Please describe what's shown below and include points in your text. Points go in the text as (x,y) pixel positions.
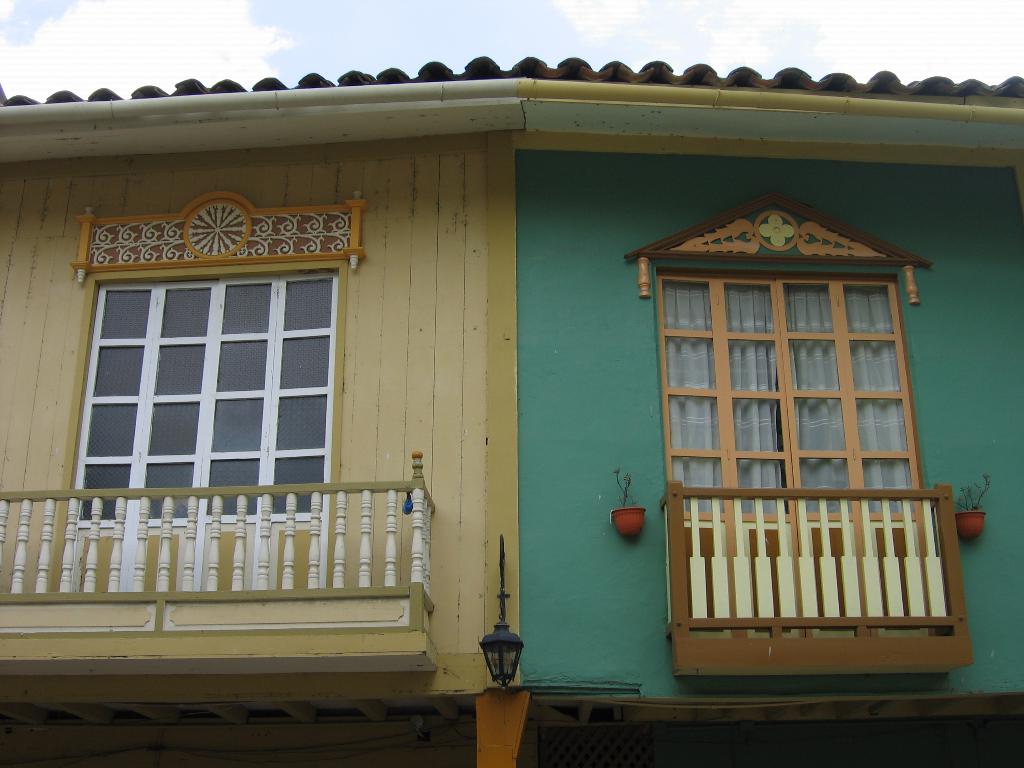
Here in this picture we can see windows (182,308) present on a house (619,296) and we can also see balconies (27,494) with railing (674,507) near the windows (731,507) and on the right side (979,528) we can see a couple of plant pots (640,519) present and in the middle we can see a lamp post (510,636) present and we can see clouds (264,47) in the sky (452,26).
